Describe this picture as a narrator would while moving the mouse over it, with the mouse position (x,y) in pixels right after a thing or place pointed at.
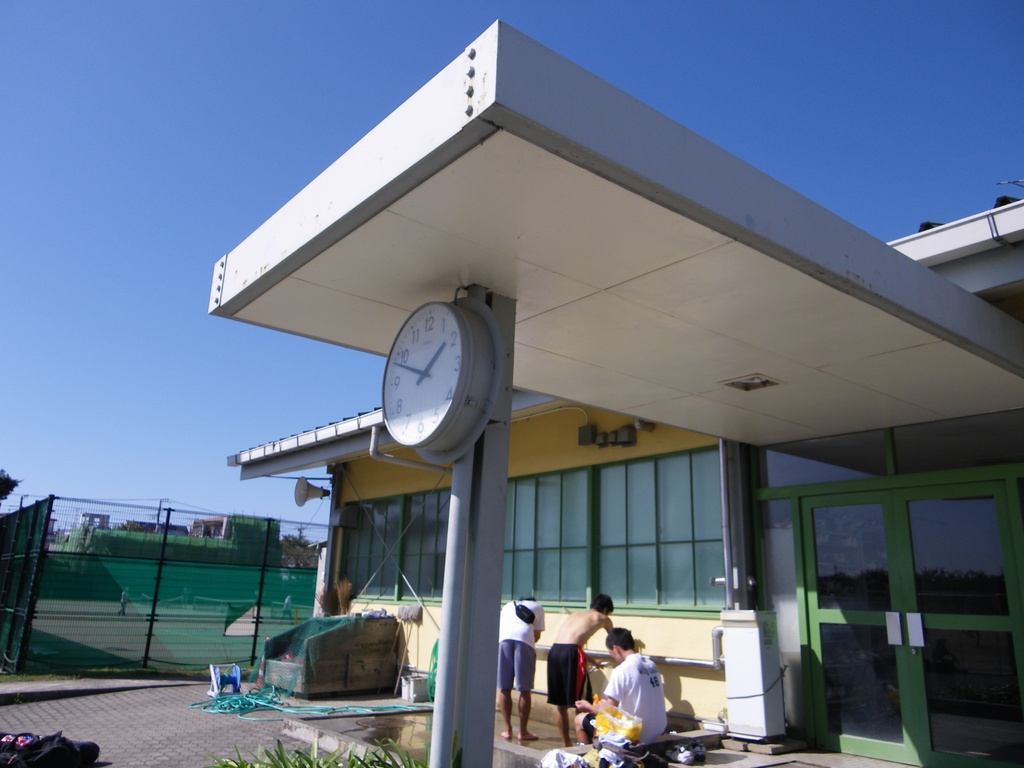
In the image there is some building (725,415) and in front of that there is a clock (464,374) attached to a pole (464,557) and in front of the windows (534,596) of the building (543,682) there are few people (640,708) and there is a mesh (168,617) behind the building (664,645) and in the background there are some other buildings (209,525).
